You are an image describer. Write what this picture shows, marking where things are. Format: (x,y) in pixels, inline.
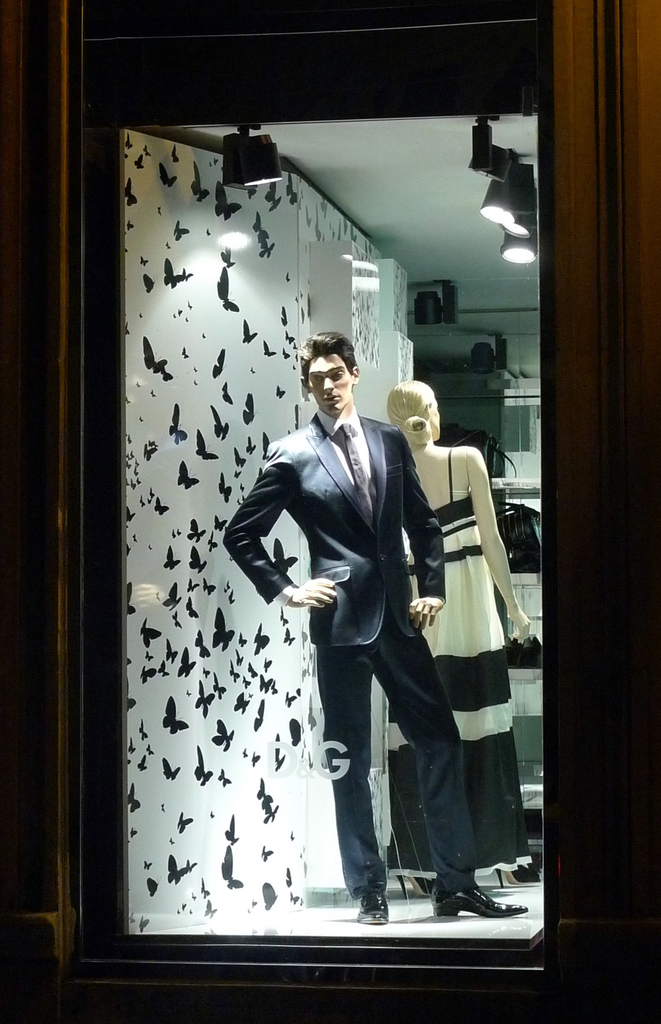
In the center of the image (343,361) there is a depiction of a man (352,504) and a woman (439,444). There is a wall (162,308) at the background of the image (248,258).
